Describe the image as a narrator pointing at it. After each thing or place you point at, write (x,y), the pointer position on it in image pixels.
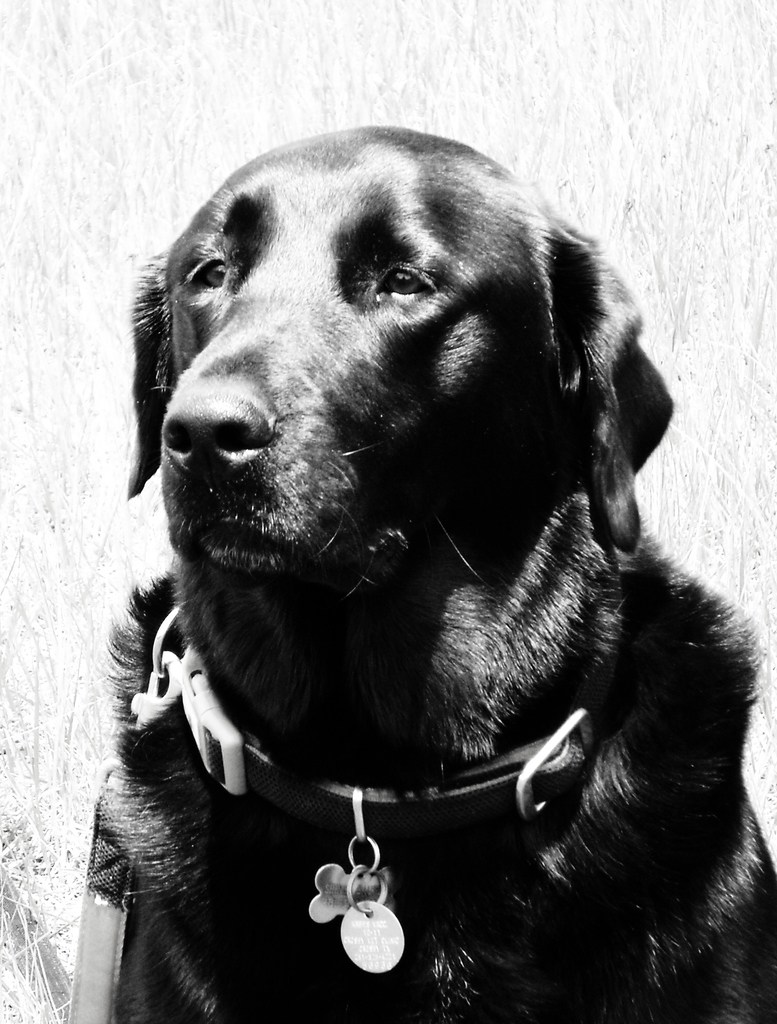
This is a black and white image. There is a black dog (422,749) and a belt (400,804) is tied to its neck (220,695).
